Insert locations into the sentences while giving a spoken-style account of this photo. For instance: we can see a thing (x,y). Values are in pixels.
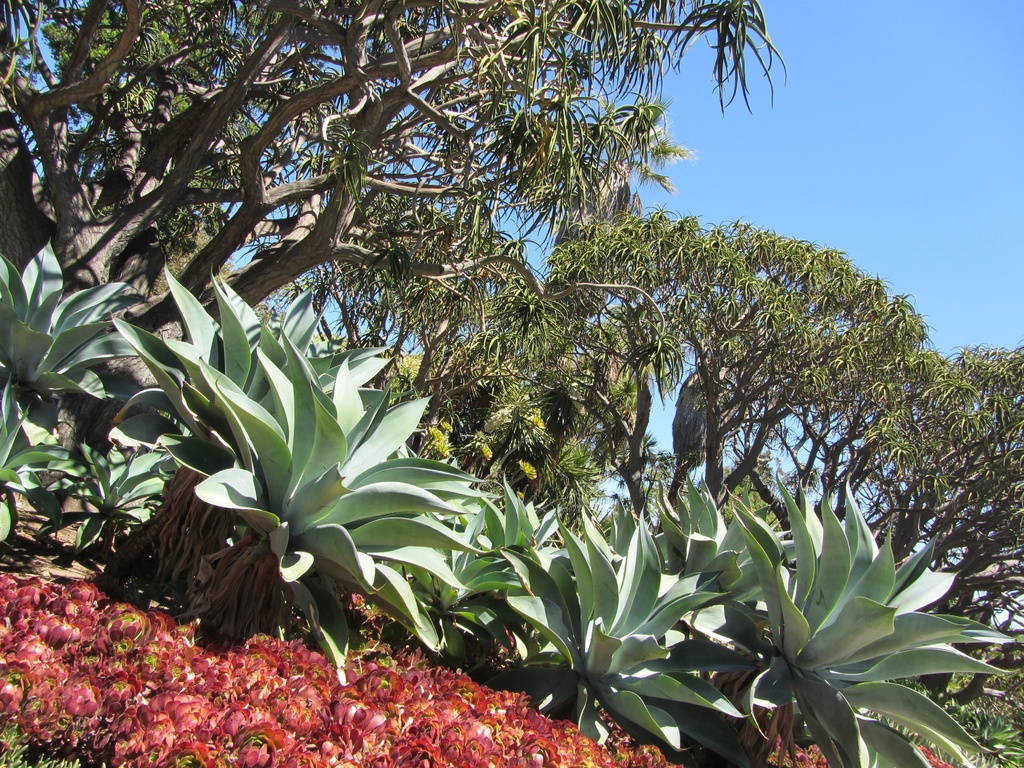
In this image there are plants (6,581), trees (945,438) and the sky (891,174).
